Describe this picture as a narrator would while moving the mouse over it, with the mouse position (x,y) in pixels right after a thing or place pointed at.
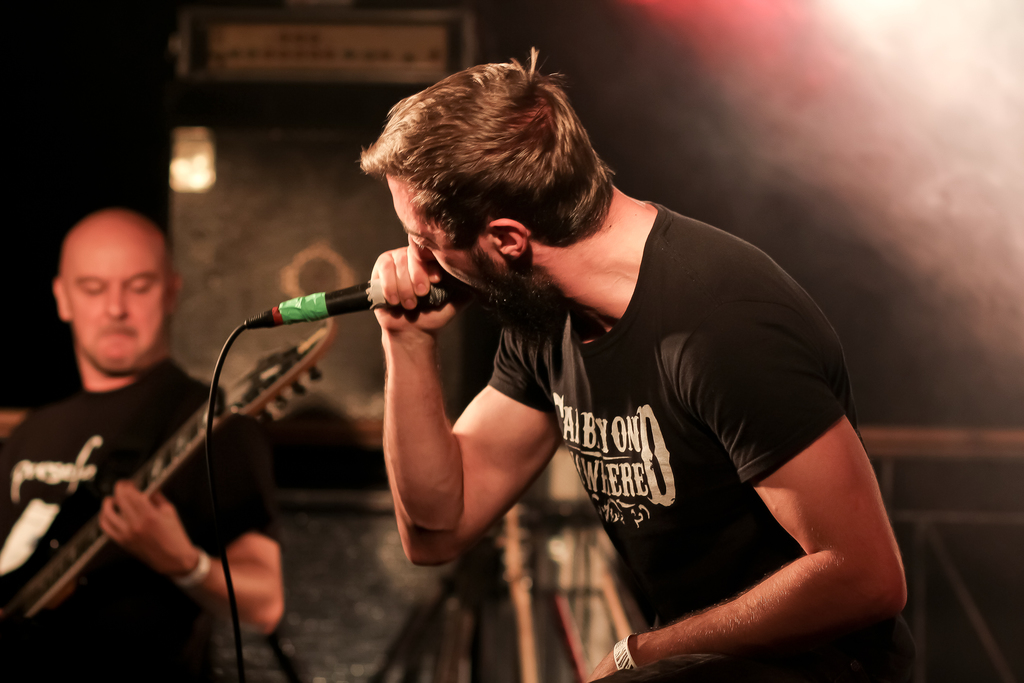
Here in the middle (430,350) we can see a man (434,463) singing with a microphone (343,292) in his hand (408,288) and beside him we can see a person (87,295) playing guitar (74,567).
